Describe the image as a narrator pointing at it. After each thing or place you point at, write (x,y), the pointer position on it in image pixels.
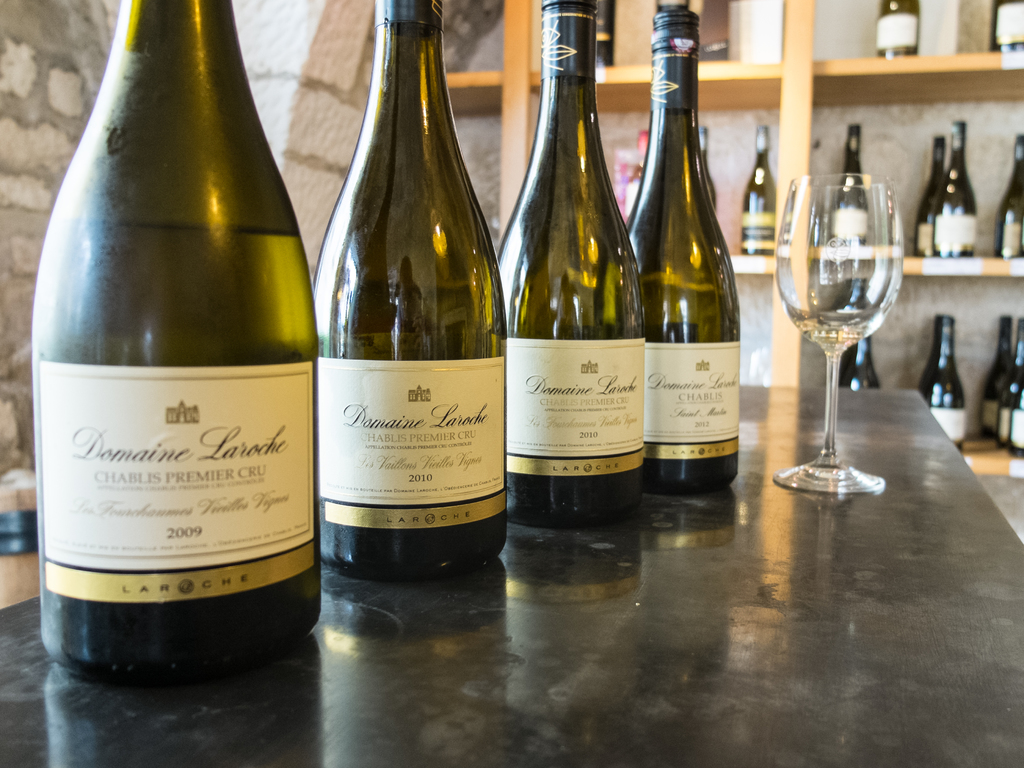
There are four glass bottles (519,258) with labels (210,483) attached and a wine glass (829,470) placed on the table (688,558). At background (949,231) I can see few bottles (945,191) arranged in the rack (943,71).
